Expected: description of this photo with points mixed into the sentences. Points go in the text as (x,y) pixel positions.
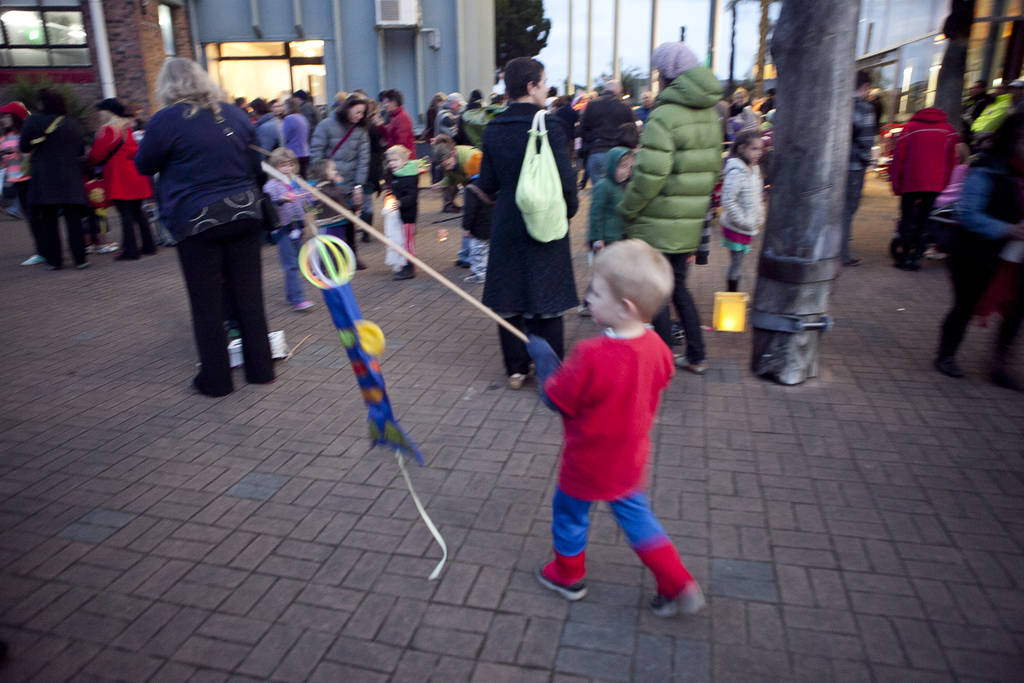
In the image there are many people (504,104) in jackets (240,169) standing on the land (749,425), in the back (236,14) there are buildings (119,31) in the left side (28,29) with a tree (514,48) behind it.
